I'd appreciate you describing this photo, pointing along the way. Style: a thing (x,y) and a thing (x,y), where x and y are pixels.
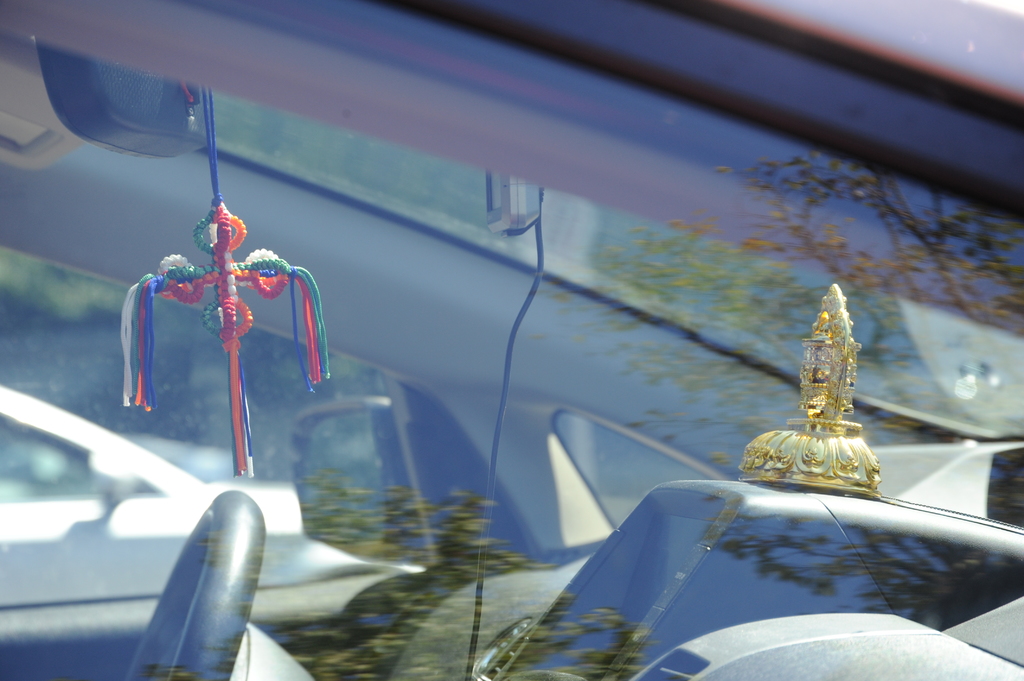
This image is taken outdoors. In this image there is a car (381,216). We can see inside a car (540,314) through the window (497,263).
